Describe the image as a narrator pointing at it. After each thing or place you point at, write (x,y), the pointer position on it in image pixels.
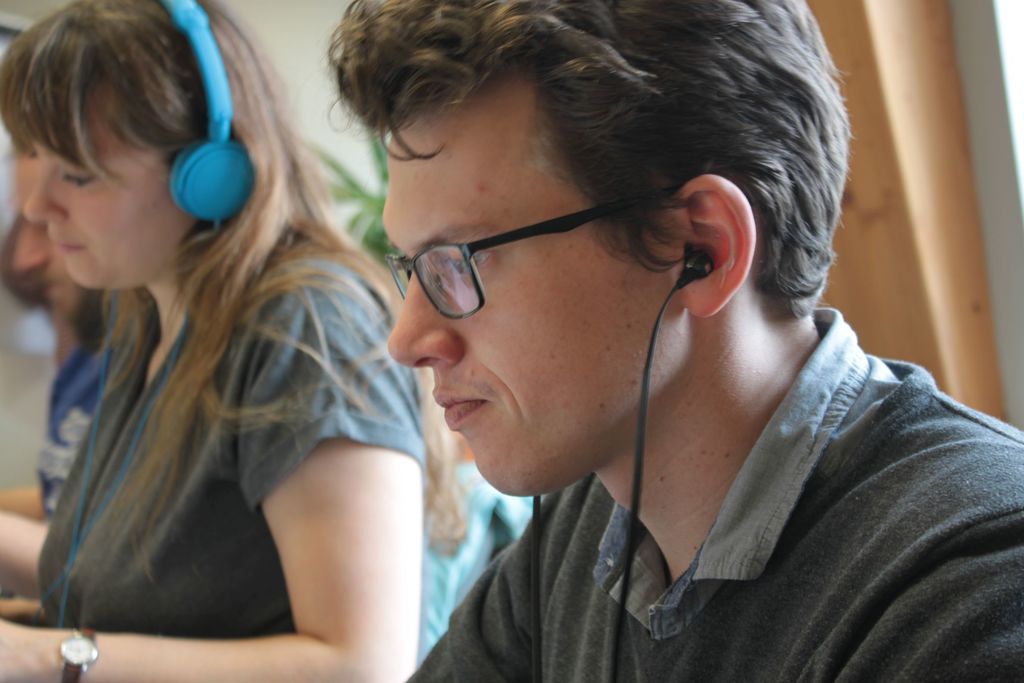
Here we can see a man (684,535) and woman (417,459). In the background (6,207) there is a wall (6,344), plant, a person (53,430) and an object (941,60).
